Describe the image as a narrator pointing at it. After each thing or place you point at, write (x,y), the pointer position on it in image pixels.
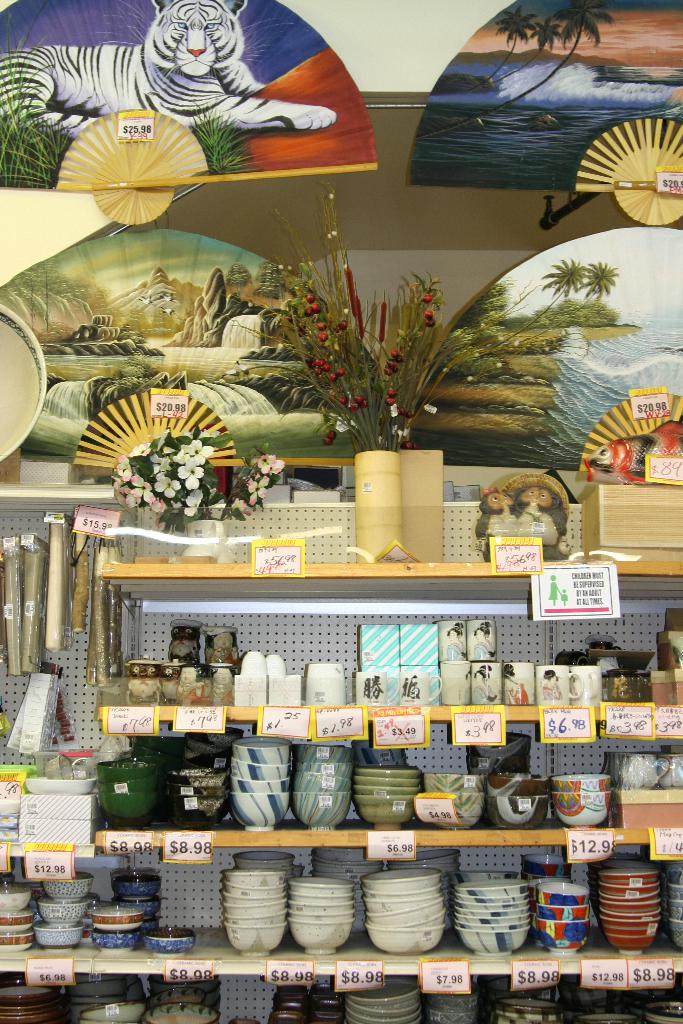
In this picture we can see bowls (60,990), cups (333,704), boxes (427,650), price tags (104,531), flowers (200,430) and these all are placed in racks (562,643) and in the background (204,889) we can see wall (62,194).
